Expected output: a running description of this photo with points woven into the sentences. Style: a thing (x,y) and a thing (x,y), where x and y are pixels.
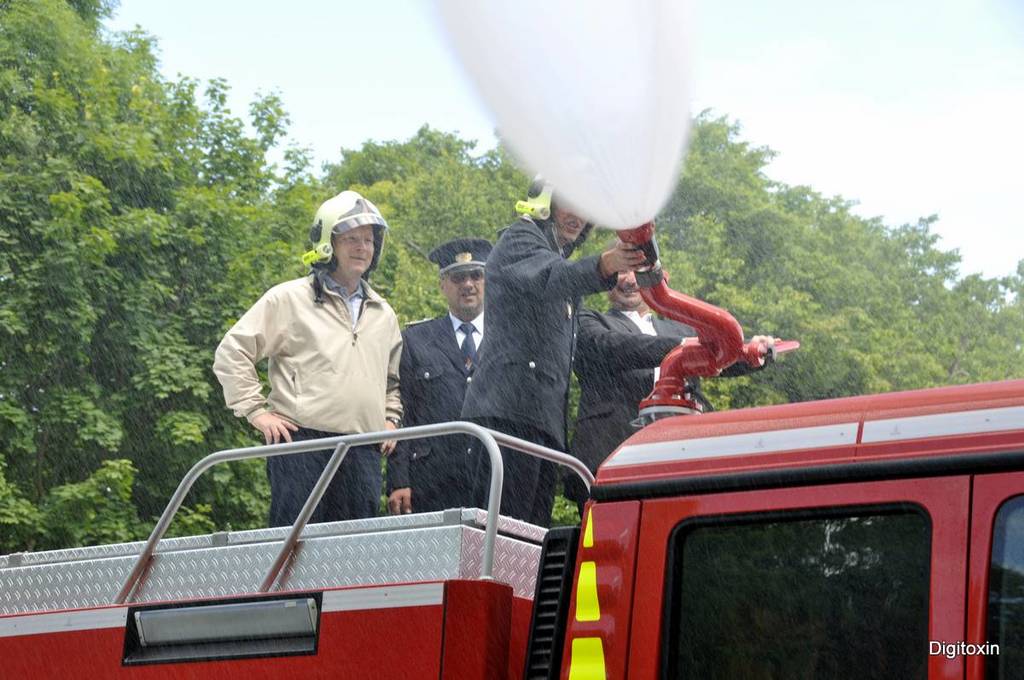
In this picture I can see people (464,327) standing on the vehicle (487,444). I can see people (514,341) holding the pipe (643,289) on the right side (705,316). I can see water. I can see trees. I can see clouds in the sky (387,122).
